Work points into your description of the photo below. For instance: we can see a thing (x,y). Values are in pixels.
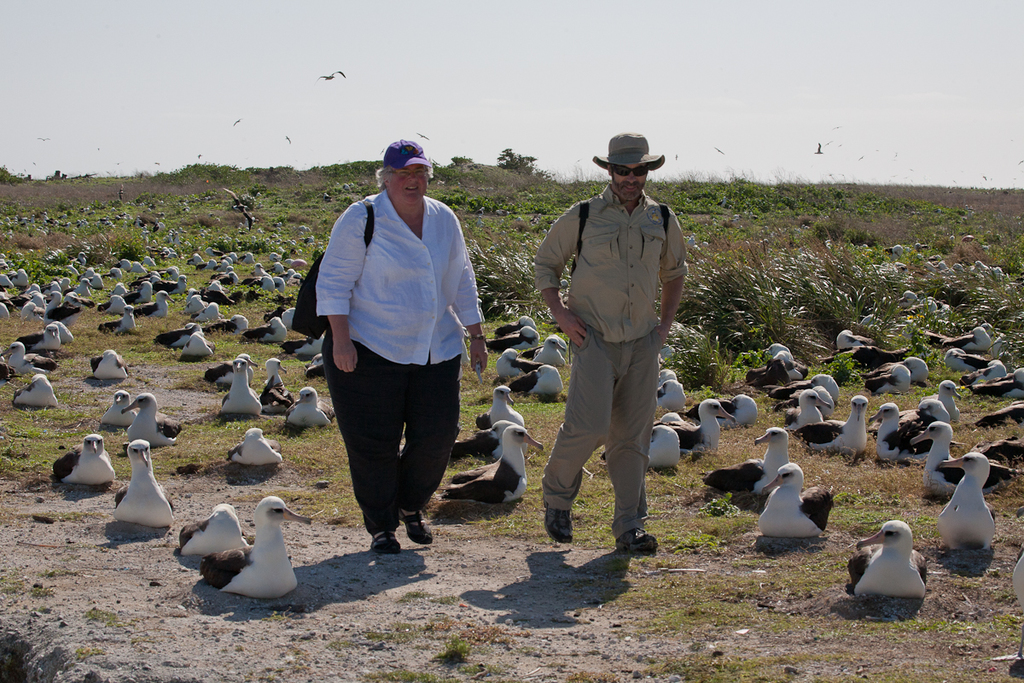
Here we can see two persons (571,485) are walking on the ground (706,602). There are birds (486,487), plants (1008,318), and grass (942,368). In the background (52,117) there is sky (636,83).
